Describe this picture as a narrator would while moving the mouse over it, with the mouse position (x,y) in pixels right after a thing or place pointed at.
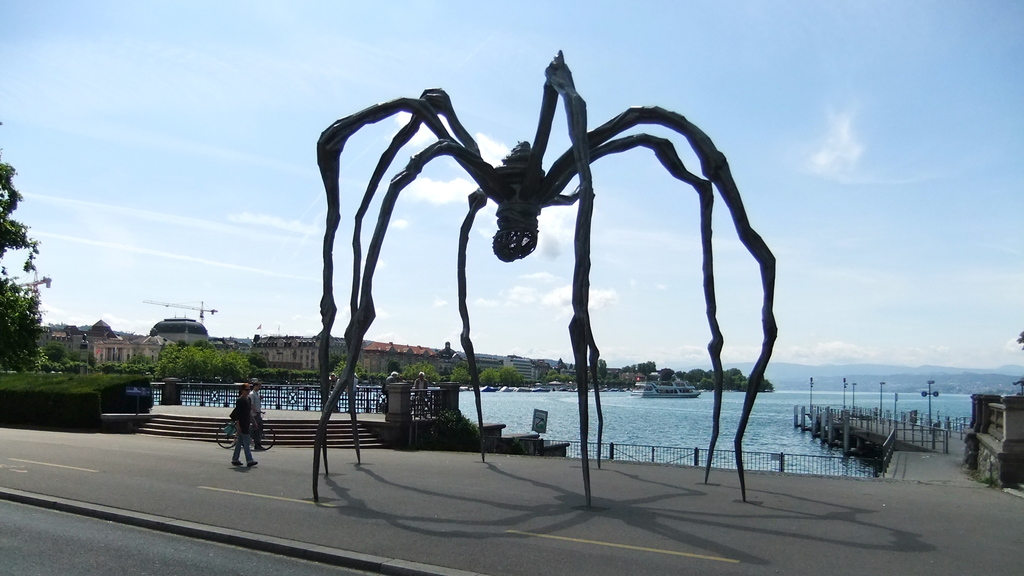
Here in this picture we can see a big spider like thing (470,212) present on the ground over there and beside it we can see people (241,402) walking on the road (216,444) over there and we can see trees (185,378) and plants (206,375) present here and there and we can also see buildings (144,350) in the far and we can see a river (695,416) behind it, as we can see water (657,424) present all over there and we can see railing (634,456) present around it and we can see some poles (930,401) present here and there and we can also see clouds (563,234) in the sky (267,179).
